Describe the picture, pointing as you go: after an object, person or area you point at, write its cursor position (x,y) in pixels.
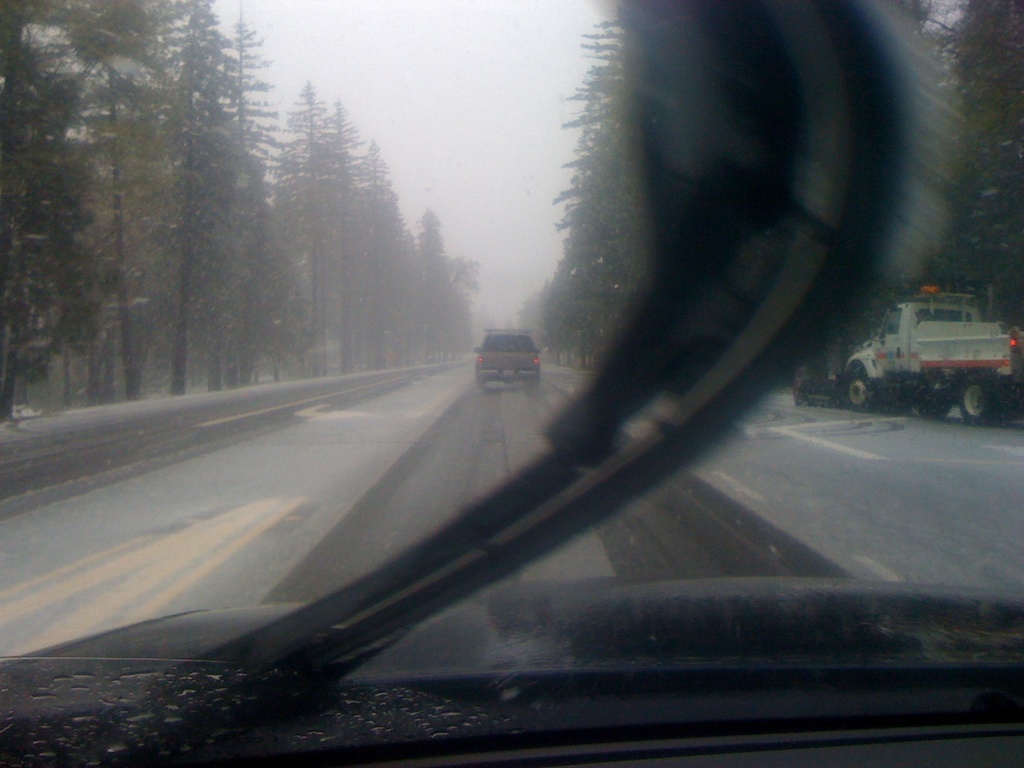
There are vehicles (492,383) on the road (461,411) and there are trees (434,268) on the either sides.
